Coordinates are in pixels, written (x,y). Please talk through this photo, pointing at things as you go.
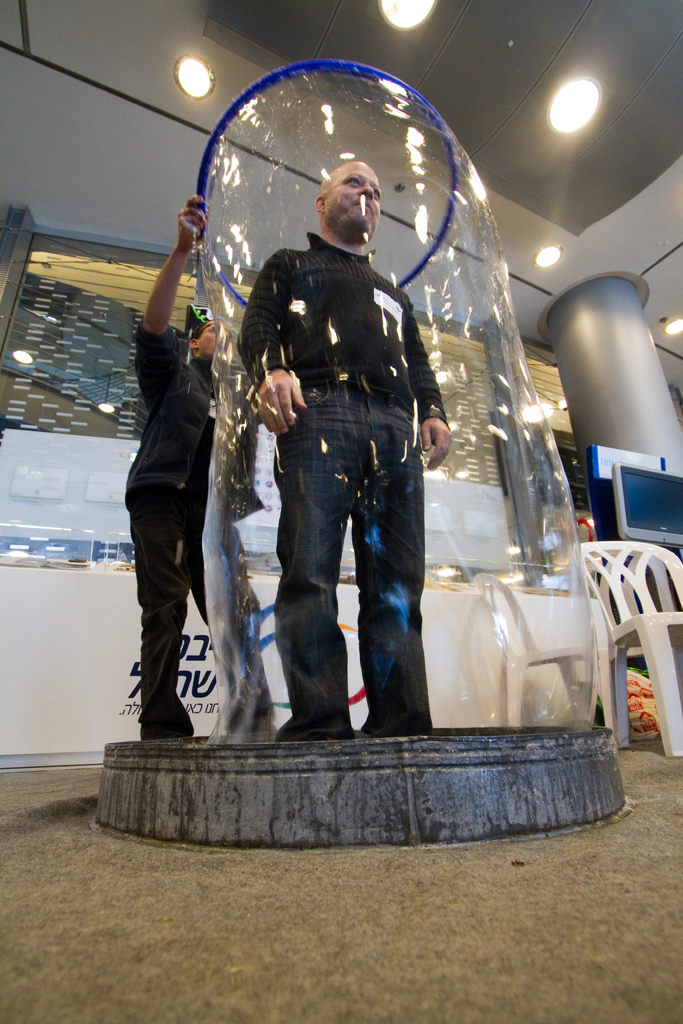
In the center of the image (239,655) there is a person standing inside a soap bubble (444,722). Behind him there is another person (167,287). At the top of the image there are lights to the ceiling (148,55). At the right side of the image (610,586) there is a chair (610,586).
